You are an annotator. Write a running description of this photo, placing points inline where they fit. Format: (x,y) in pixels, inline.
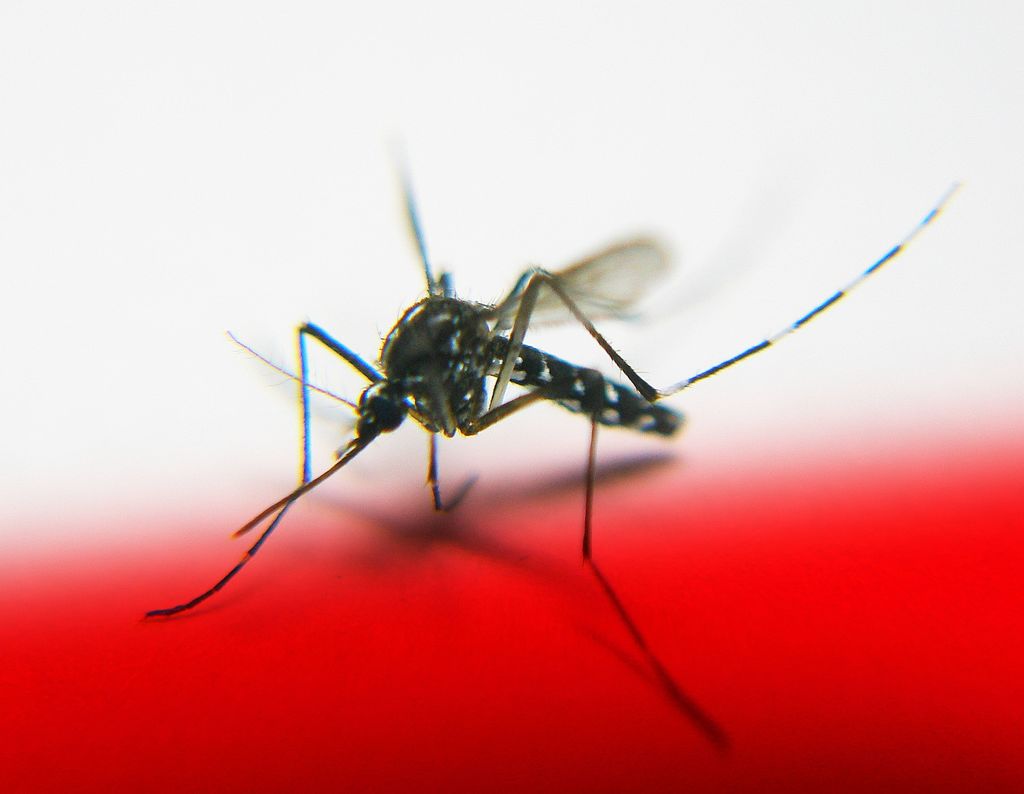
In this image we can see a mosquito (399,322) on the red color surface (491,654) and the background (810,134) is in white color.
